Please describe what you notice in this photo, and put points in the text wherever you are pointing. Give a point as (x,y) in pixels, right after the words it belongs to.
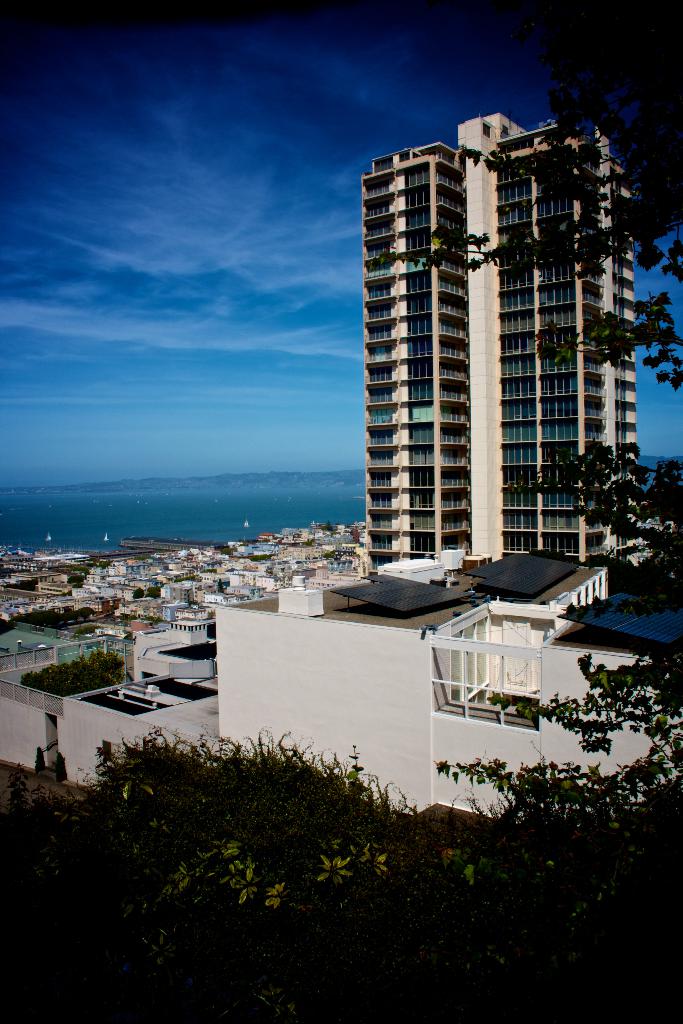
In this picture we can see some buildings (377,609) and trees (186,771).
